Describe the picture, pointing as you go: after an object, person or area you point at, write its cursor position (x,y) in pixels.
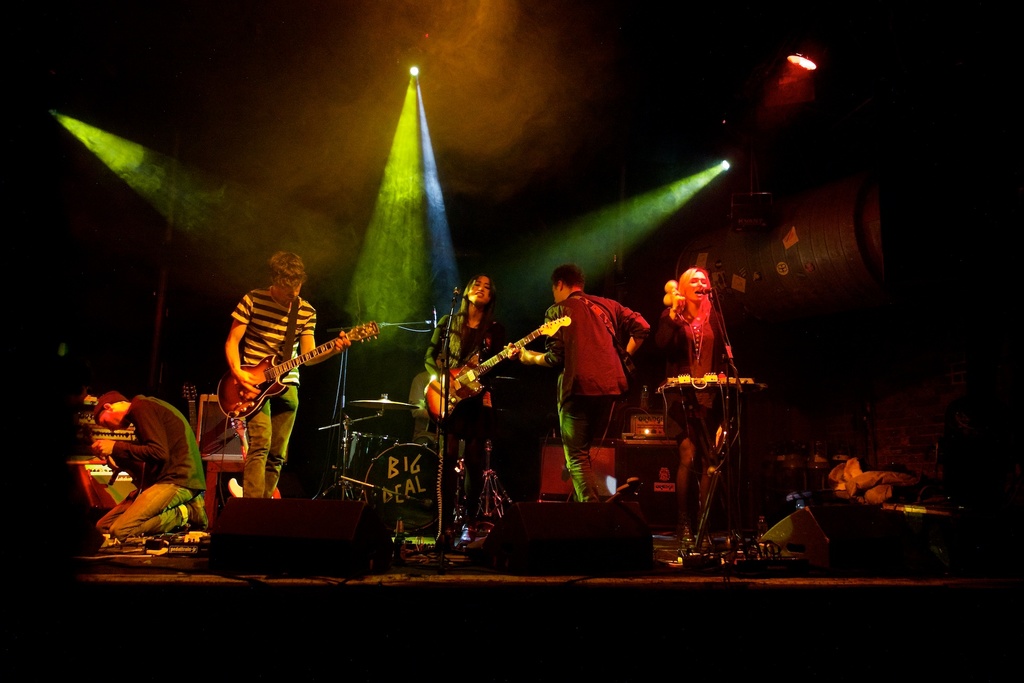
This picture describe about a musical show on the stage (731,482) in which three man (594,330) and two woman (458,331) who are playing guitar (228,398), A boy (270,323) wearing white t-shirt (270,323) with black stripe (279,356) is playing guitar (280,371), beside a boy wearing red jacket (573,317) is also playing guitar (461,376), Beside on the right (704,287) we can see a woman (694,354) wearing black jacket (686,349) is singing, On the top (692,177) we can see green spot light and on the floor (678,549) three big speakers (351,549) and some cables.
